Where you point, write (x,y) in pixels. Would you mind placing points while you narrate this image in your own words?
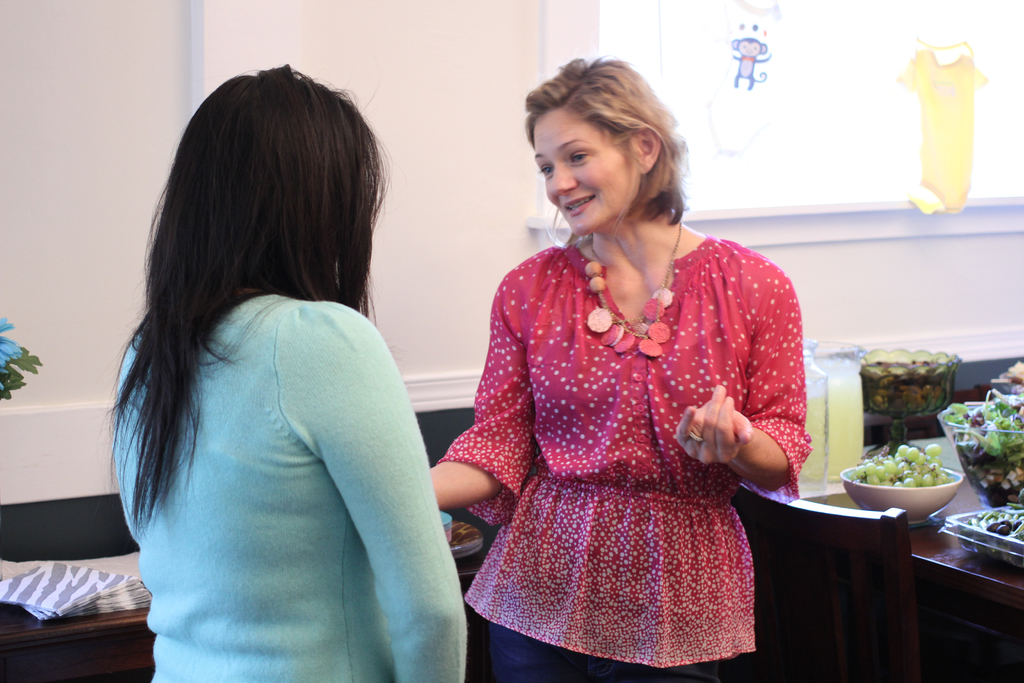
These two persons (307,454) are facing each other and talking. This woman (325,492) wore sky blue jacket (320,461) and this woman (640,438) wore red and white dress (589,547) and smiling. We can able to see chair (847,616) and table (960,564), on this table (1016,568) there are bowls (945,471), jar (834,399) with juice (847,396) and fruits (920,460). On this table (34,624) there is a paper (83,595).
